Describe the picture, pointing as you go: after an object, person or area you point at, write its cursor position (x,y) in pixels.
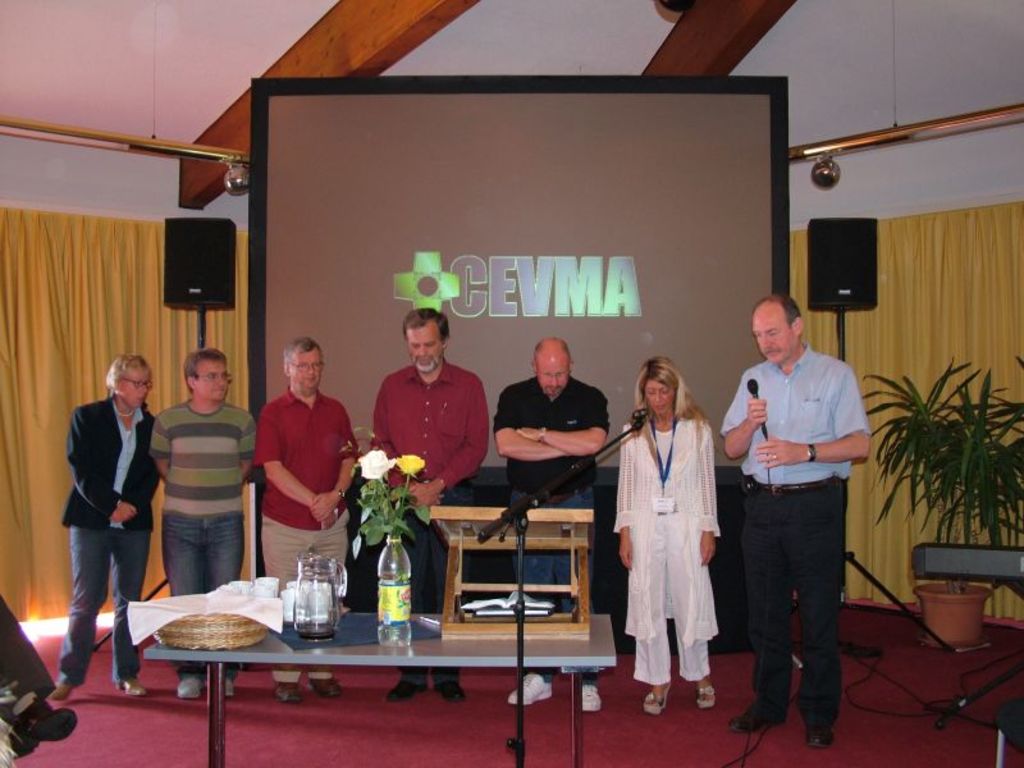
There are some people (463,431) standing. In the right (818,412) a person (778,413) is holding mic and wearing watch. In the front (415,662) there is a table (415,640). On the table (429,647) there is a bottle (384,554) with flowers (377,490), jar (334,591), basket (204,641) with cloth (224,602), and some mugs (268,595), there are some books (485,610). In the floor (496,726) there is a red carpet (647,727). In the background (487,246) there is a screen (338,295), two speakers (833,285), yellow curtains (893,315). On the right side (974,465) there is a plant (980,469) with pot (943,583).
